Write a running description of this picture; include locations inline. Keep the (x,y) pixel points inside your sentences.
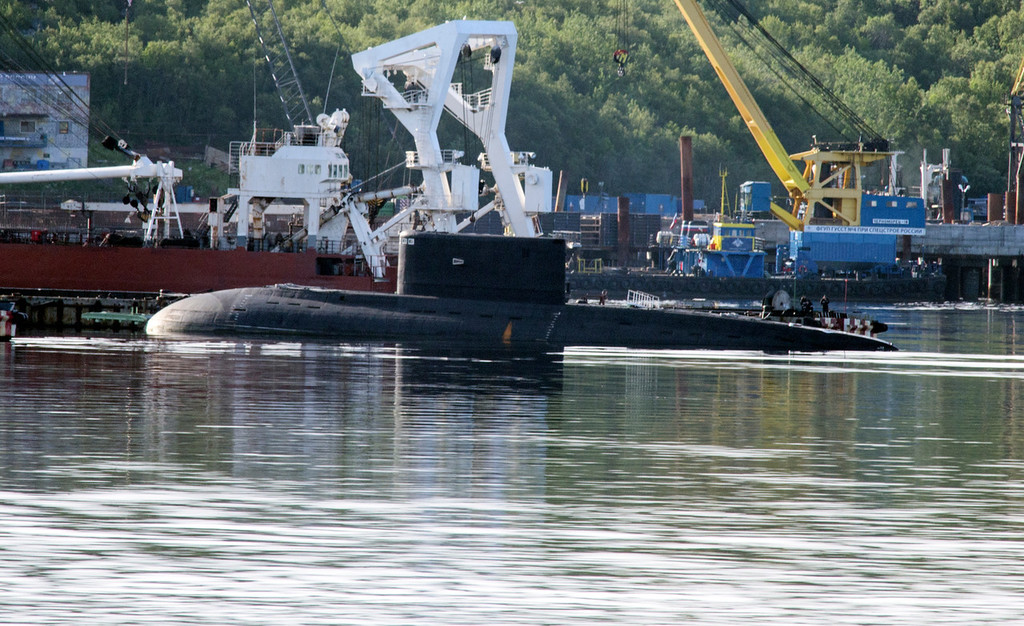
In this image I can see few object (522,265) in the water (718,360) and they are in different color. Back I can see trees (784,133) and building (80,112).
